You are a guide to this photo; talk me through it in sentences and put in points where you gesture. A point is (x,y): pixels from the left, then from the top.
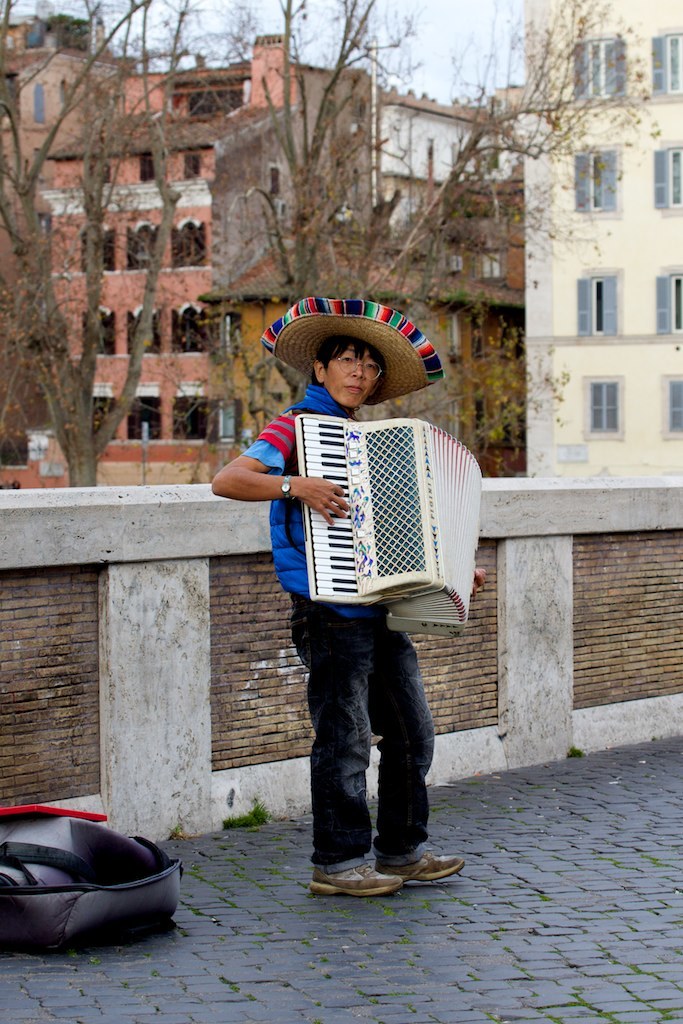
In this image I can see a person (321,850) playing accordion (330,586). There is a wall (528,609) behind him. There are dry trees (432,228) and buildings (65,80) at the back (366,236).
